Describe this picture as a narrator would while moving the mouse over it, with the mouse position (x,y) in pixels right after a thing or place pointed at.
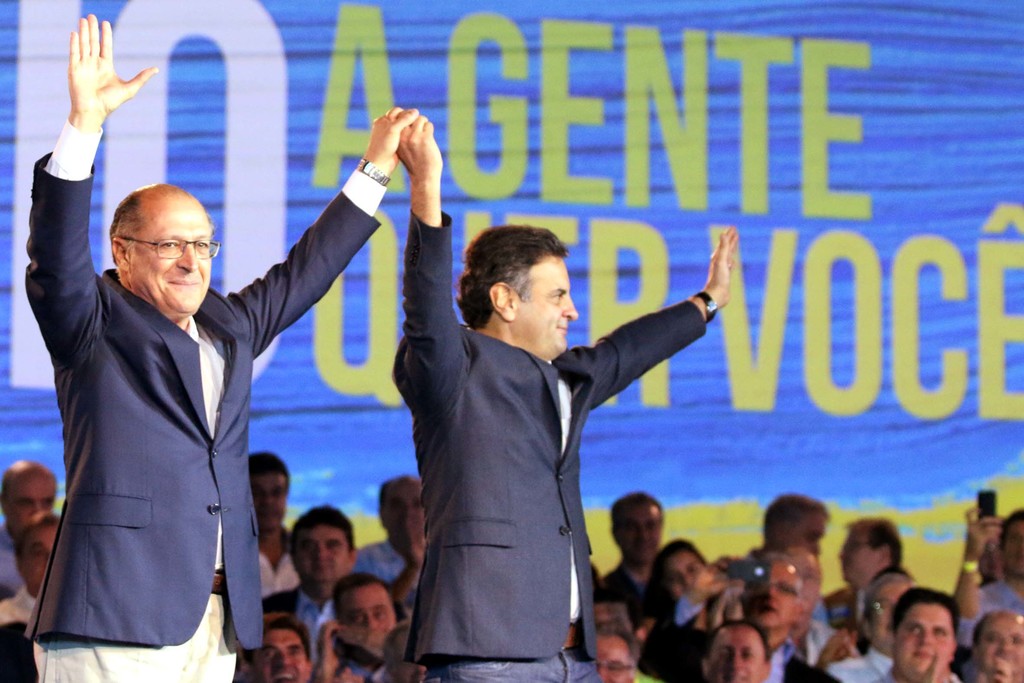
In this image, we can see persons (785,661) wearing clothes (276,568). There are two persons (65,508) in the middle of the image (535,376) holding hands (403,141). In the background of the image (807,378), we can see some text (630,87).
